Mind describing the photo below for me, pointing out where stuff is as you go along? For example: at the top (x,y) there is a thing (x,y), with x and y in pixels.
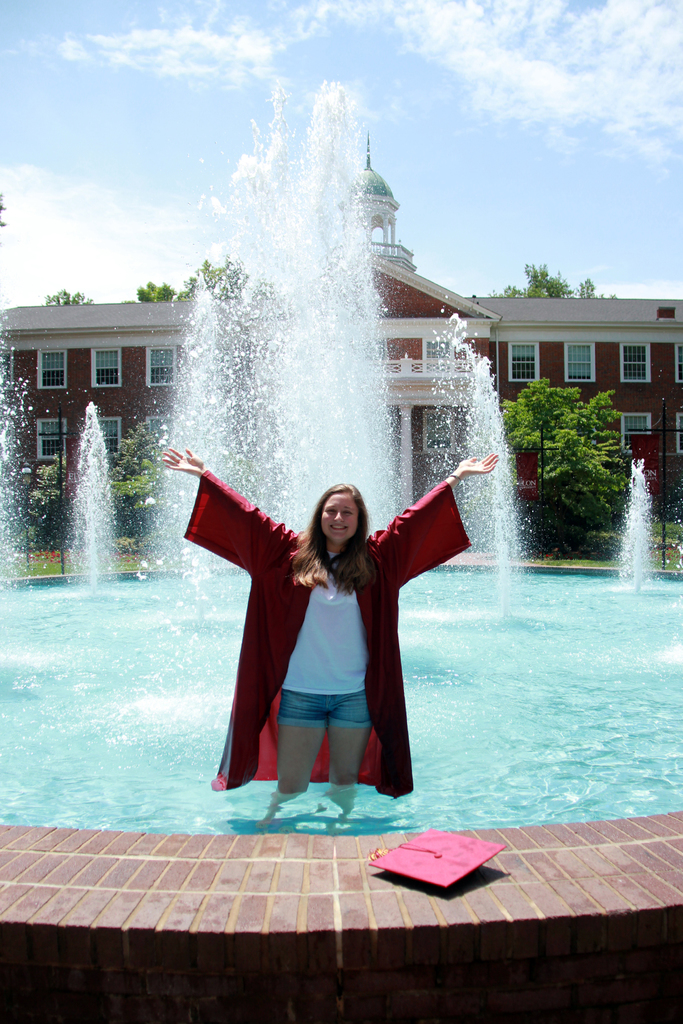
In the center of the image (303,573) there is a person (303,573) standing inside the fountain (411,615). In front of her there is a hat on the platform (414,925). In the background of the image (406,411) there is a building (164,356). There are trees (604,394). There is a metal fence (662,454) and sky (530,185).
